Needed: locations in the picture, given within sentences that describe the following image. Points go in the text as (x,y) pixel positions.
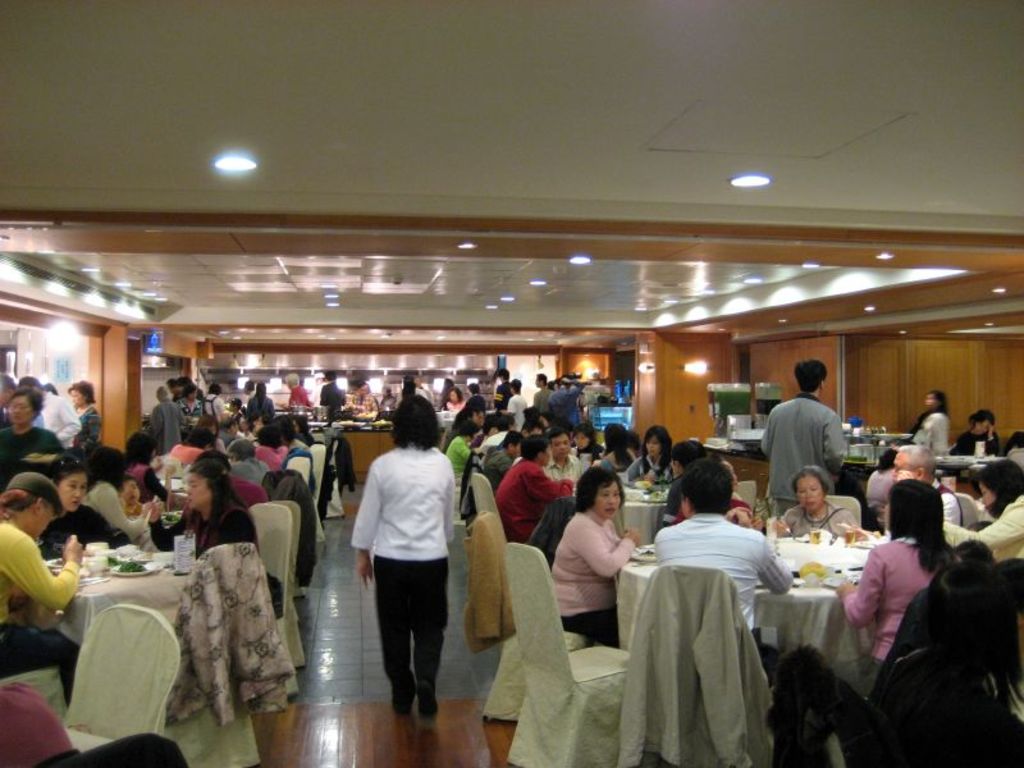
In this image I can see a group of people (363,530) among them some are sitting on chairs (540,603) in front of tables (768,598) and some are standing on the floor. On tables (171,567) I can see some objects (120,551). In the background (331,325) I can see lights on the ceiling (475,324).
